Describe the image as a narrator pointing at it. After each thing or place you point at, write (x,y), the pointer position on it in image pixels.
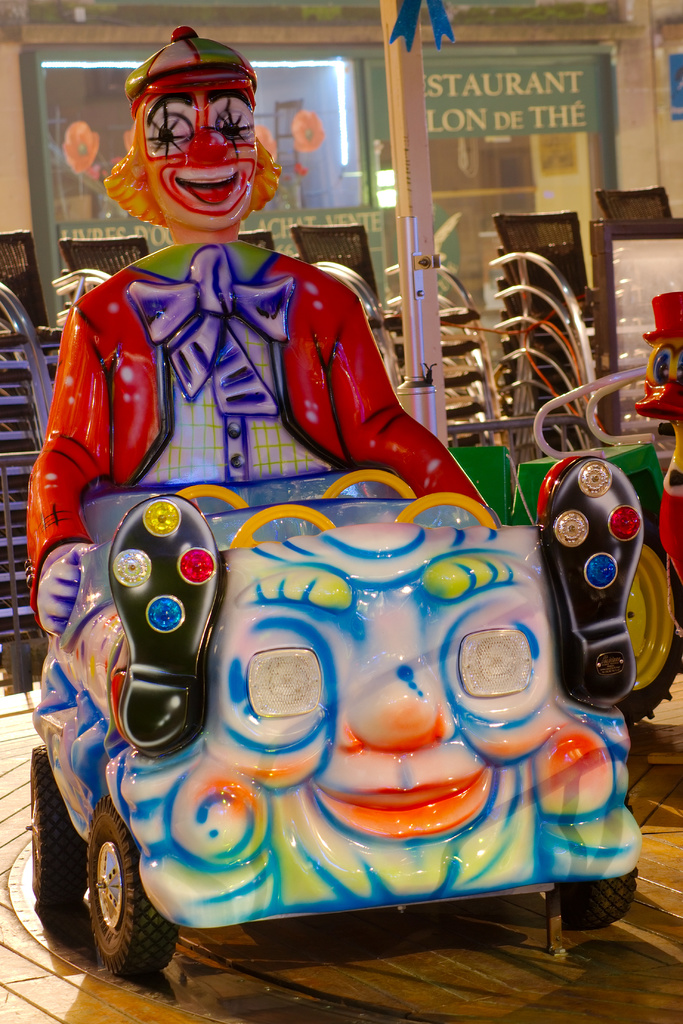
In this image there are toys (311,743) on the surface (327,974), there is a toy (668,342) truncated towards the right of the image (675,337), there are group of chairs (459,302), there are chairs (25,425) truncated towards the left of the image (11,244), there is text (575,84) on the board (534,98), there is an object (437,24) truncated towards the top of the image (402,24), there is an object (672,101) truncated towards the right of the image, there is a wall (666,134) behind the chairs (514,230).
